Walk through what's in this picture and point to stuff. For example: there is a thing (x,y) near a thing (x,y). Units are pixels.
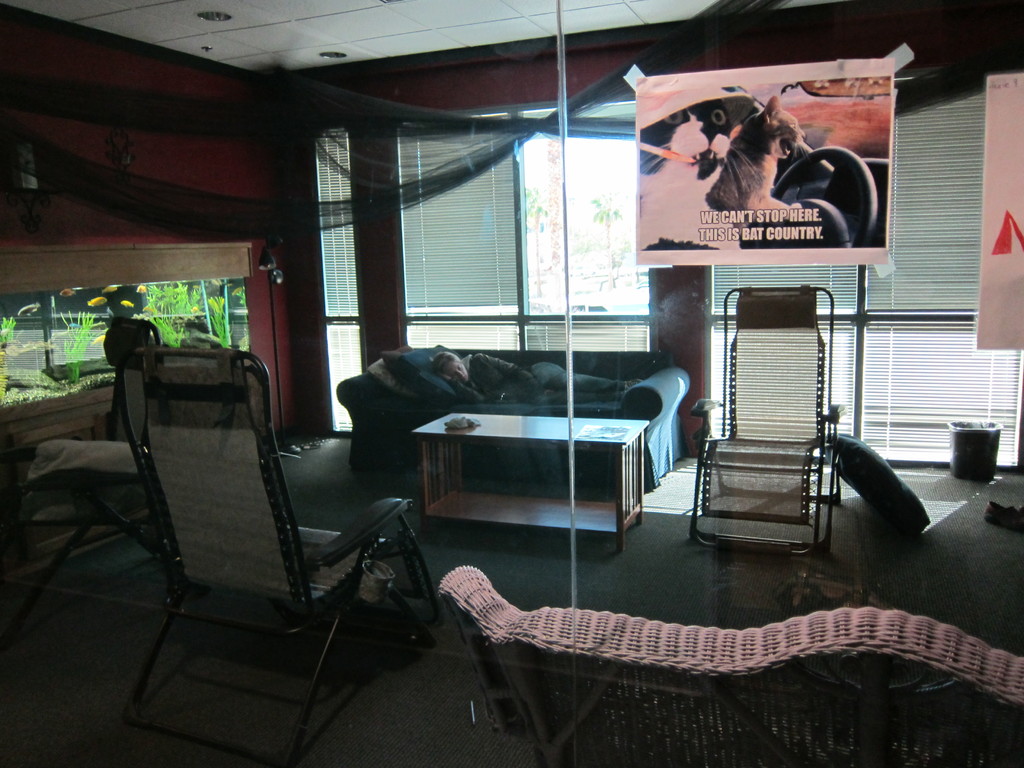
In this picture we can see a room (573,403) with chairs (268,497), sofa (528,358) a person (479,367) sleeping on it, table (578,428) on table (462,434) we have some items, bin (970,468), banners (885,237), windows (500,204), pole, aquarium (63,301).
